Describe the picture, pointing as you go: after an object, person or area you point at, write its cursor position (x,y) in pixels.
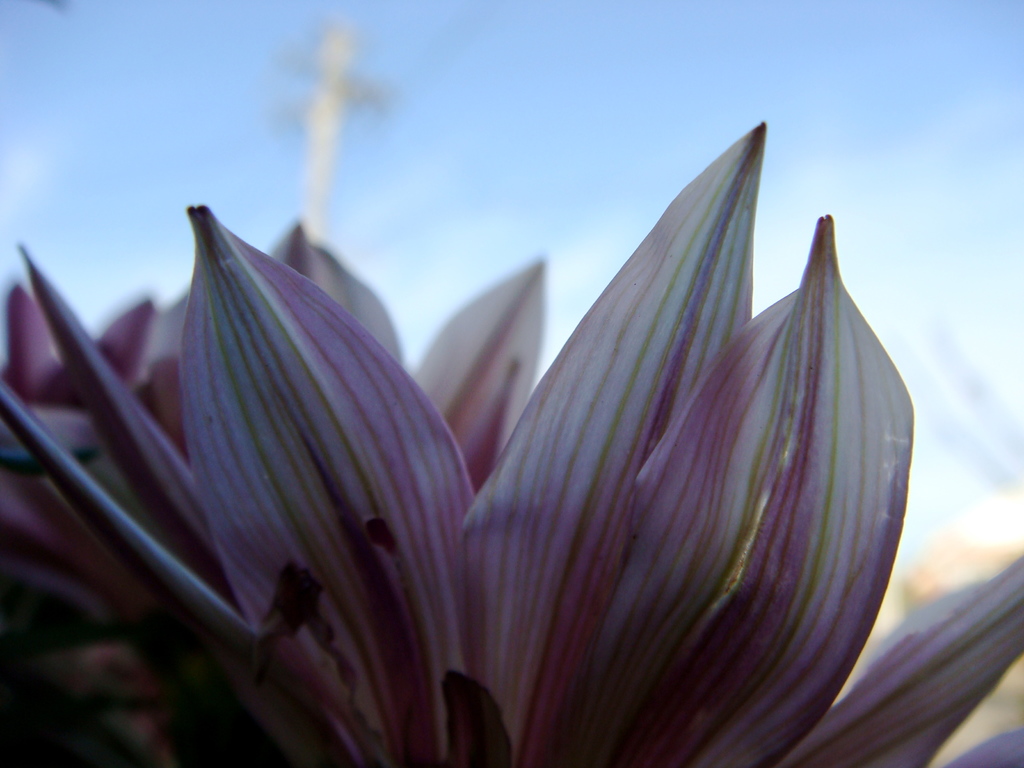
In this image, we can see a flower (498,491) and at the top (635,68), there is a sky (544,99).
